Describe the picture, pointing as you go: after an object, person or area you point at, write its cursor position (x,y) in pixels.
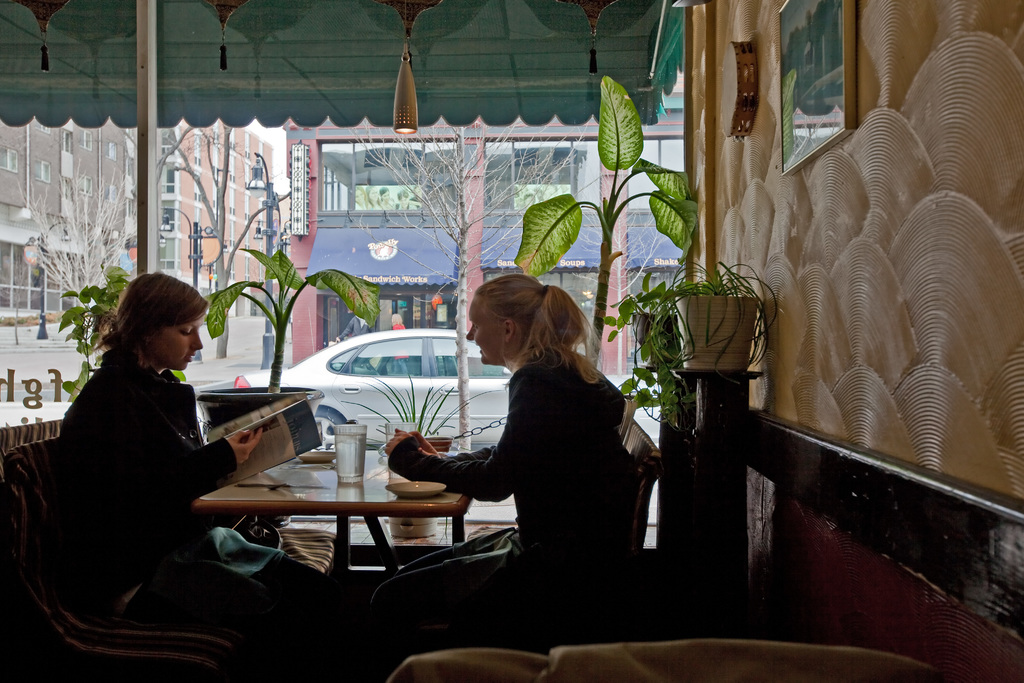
In the middle of the image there a table (343,485), On the table (370,450) there is a glass (360,429) and saucer (421,495). Surrounding the table (219,513) two girls (563,334) are sitting on a chairs (24,530). In the middle of the image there is a pole (256,153) and light (256,185). Beside the pole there is a tree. Left side of the image (104,182) there is a building (102,180). Top right side of the image (955,67) there is a wall (865,45), On the wall (851,400) there is a frame (842,103). Right side of the image (751,291) there is a plant (689,285). In the middle of the image (449,336) there is a car (391,355). At the top of the image (295,79) there is a roof (463,86) and light (412,90).
